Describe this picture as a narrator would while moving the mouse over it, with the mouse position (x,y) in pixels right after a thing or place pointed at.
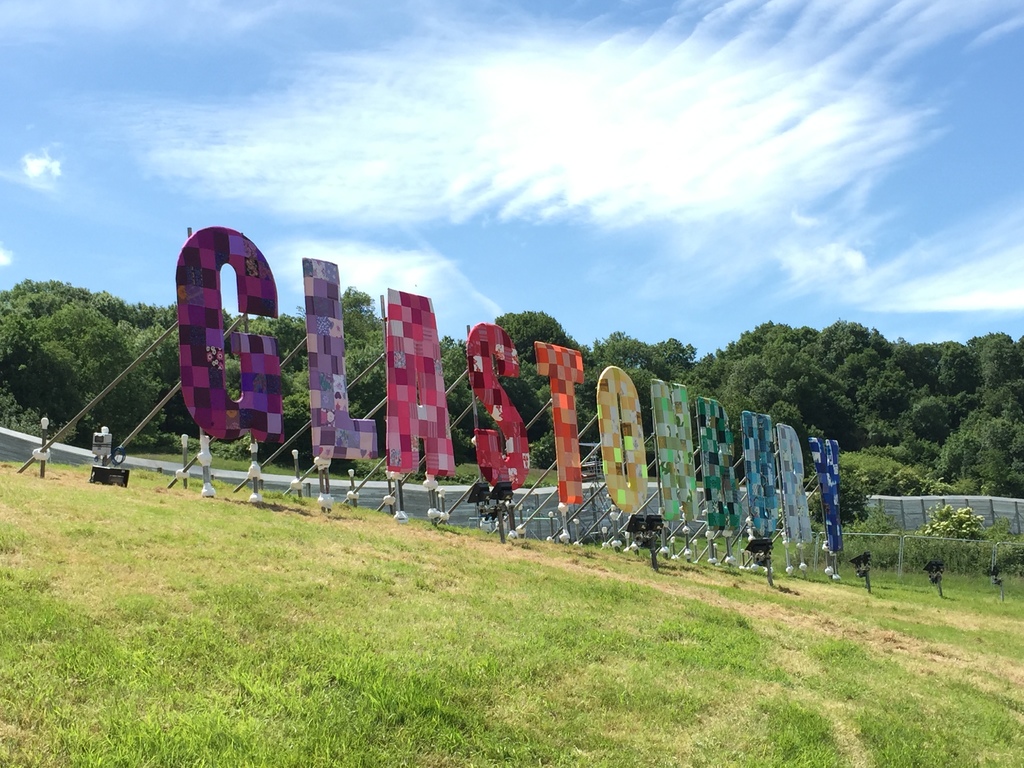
In the foreground of this image (877,667), there is grass (547,658) and there are few boards (409,389) forming a name (795,462) with letters (830,480) and also we can see lights (498,493), a compound wall like structure (906,505), trees (756,347) and the sky (376,170).
